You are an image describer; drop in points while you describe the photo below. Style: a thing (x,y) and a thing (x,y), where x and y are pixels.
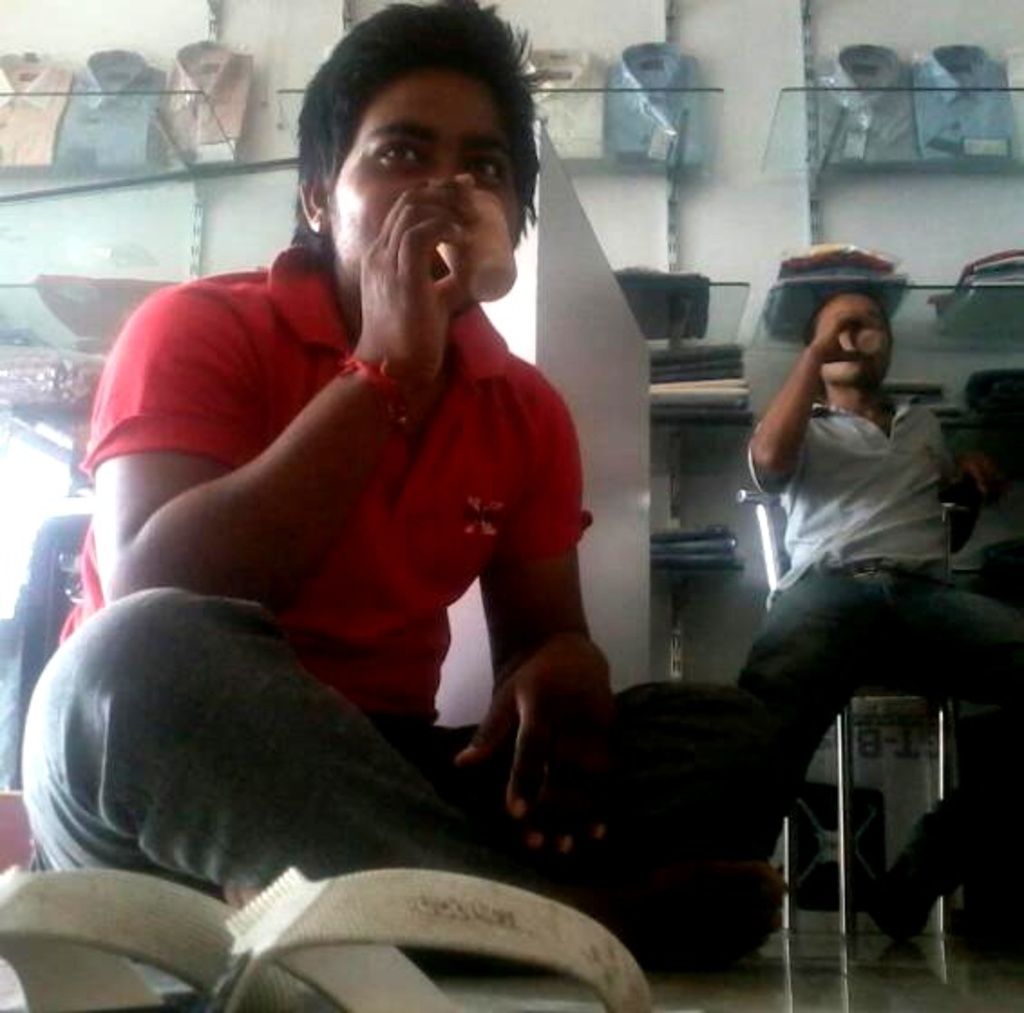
In this picture I can see the footwear (193,956) in front (181,959) and I see 2 men (423,477) who are sitting and both of them are holding glasses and in the background (793,317) I see the glass rack (1,296) on which there are shirts (103,59).
